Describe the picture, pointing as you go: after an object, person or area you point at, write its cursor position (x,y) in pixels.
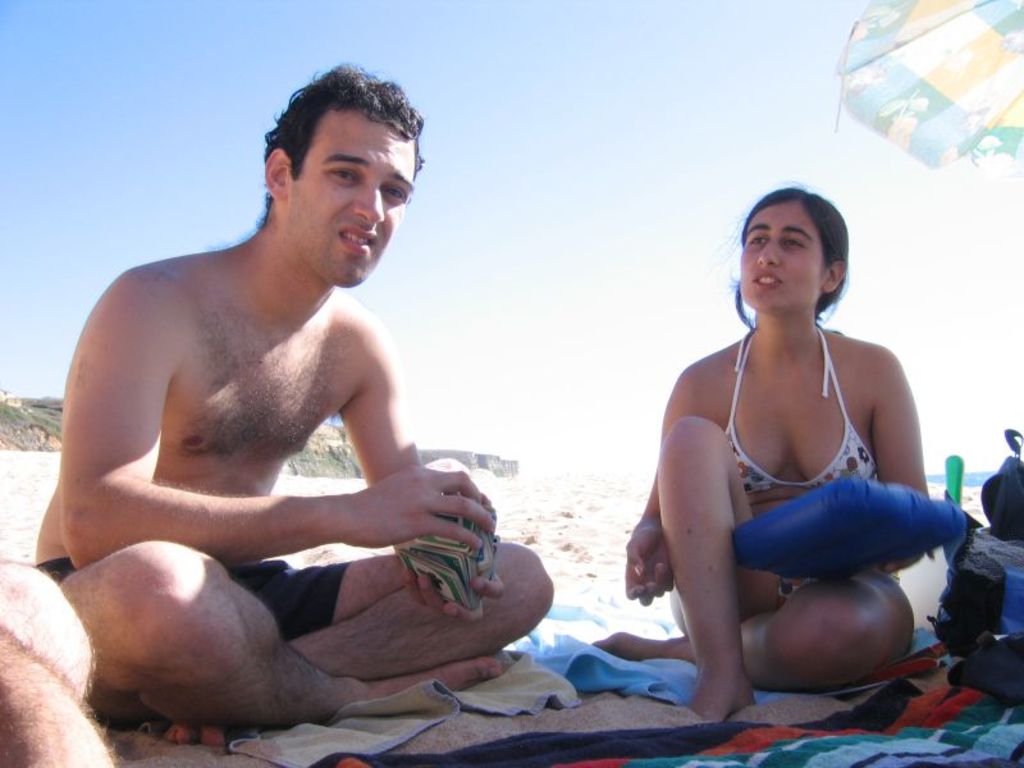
In this image I can see three persons (697,477) are sitting on the sand (627,699) and are holding some objects (886,524) in their hand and I can see clothes (793,733) and bags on the ground (924,680). In the background (594,452) I can see mountains (478,469), grass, water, some cloth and the sky (551,123). This image is taken may be on the sandy beach (639,489).
